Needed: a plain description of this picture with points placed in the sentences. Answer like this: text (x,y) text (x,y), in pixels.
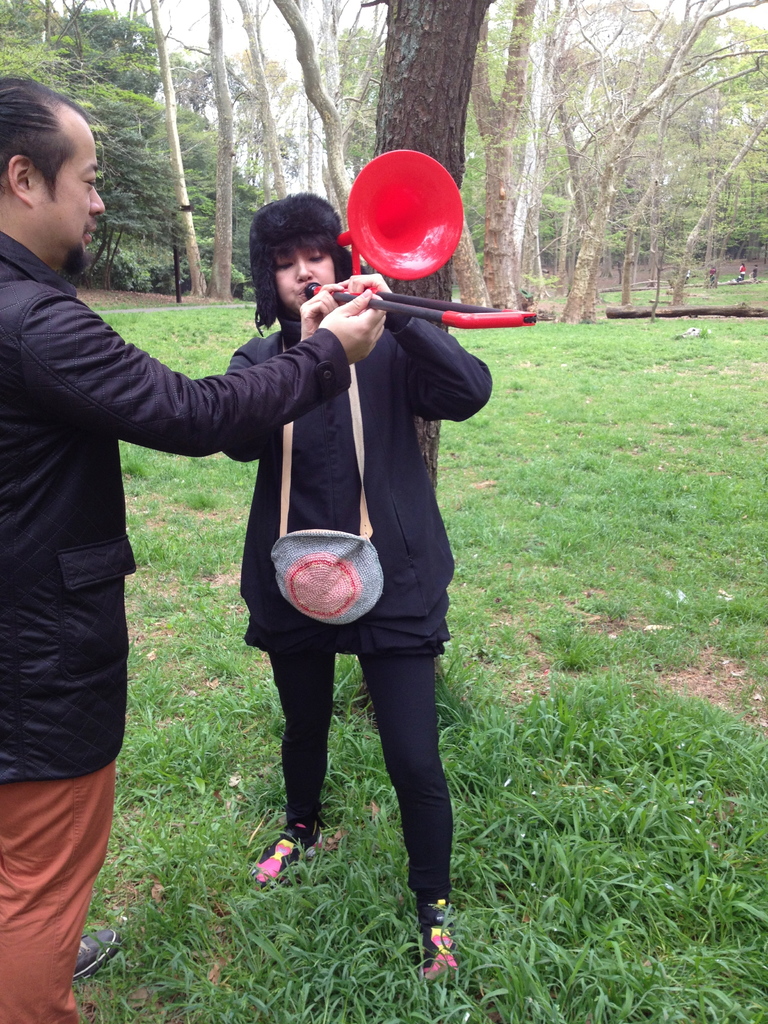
In front of the picture, we see a woman (378,376) who is wearing a bag (363,514) is standing and she is holding an object (433,309) which looks like a trumpet (402,305). It is in red and black color. On the left side (104,211), we see a man (26,652) is standing and he is holding an object (445,317) which looks like a trumpet (378,271). At the bottom (474,942), we see the grass (689,779). There are trees (575,219) in the background (249,209).
